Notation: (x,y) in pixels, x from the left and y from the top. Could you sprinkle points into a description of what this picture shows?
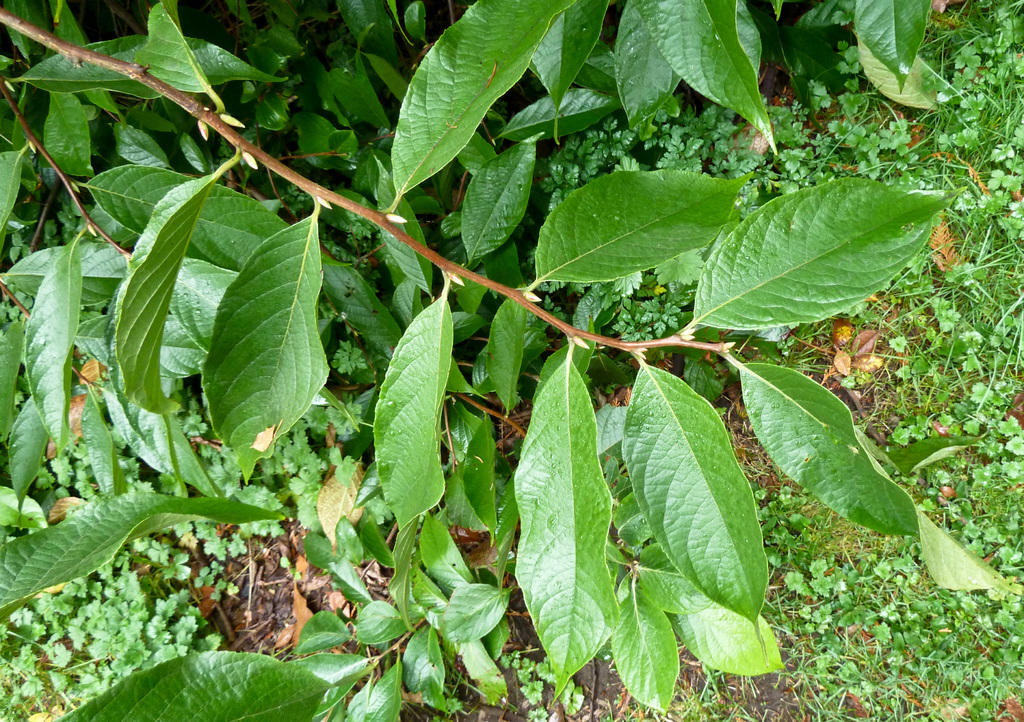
In the picture we can see some plants (485,508) under it we can see plant saplings (1023,527) and grass (1003,280) on the path (261,636).
